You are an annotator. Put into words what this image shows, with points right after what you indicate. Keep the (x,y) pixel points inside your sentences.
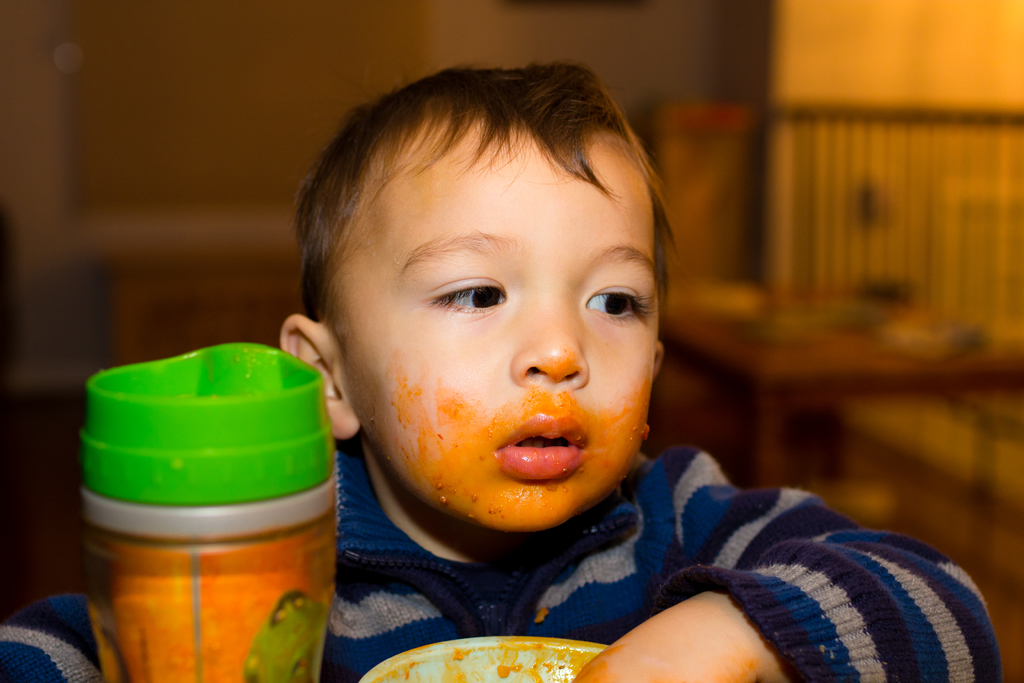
In this image I can see a person (502,495) is wearing the blue jacket (645,549). In front of him there is a bowl (436,649) and the bottle (203,520). And the bottle (205,446) has green color cap (204,454) and it is in orange color. Background (741,337) the image is blur but i can see a table (838,347) to the right (842,335).
